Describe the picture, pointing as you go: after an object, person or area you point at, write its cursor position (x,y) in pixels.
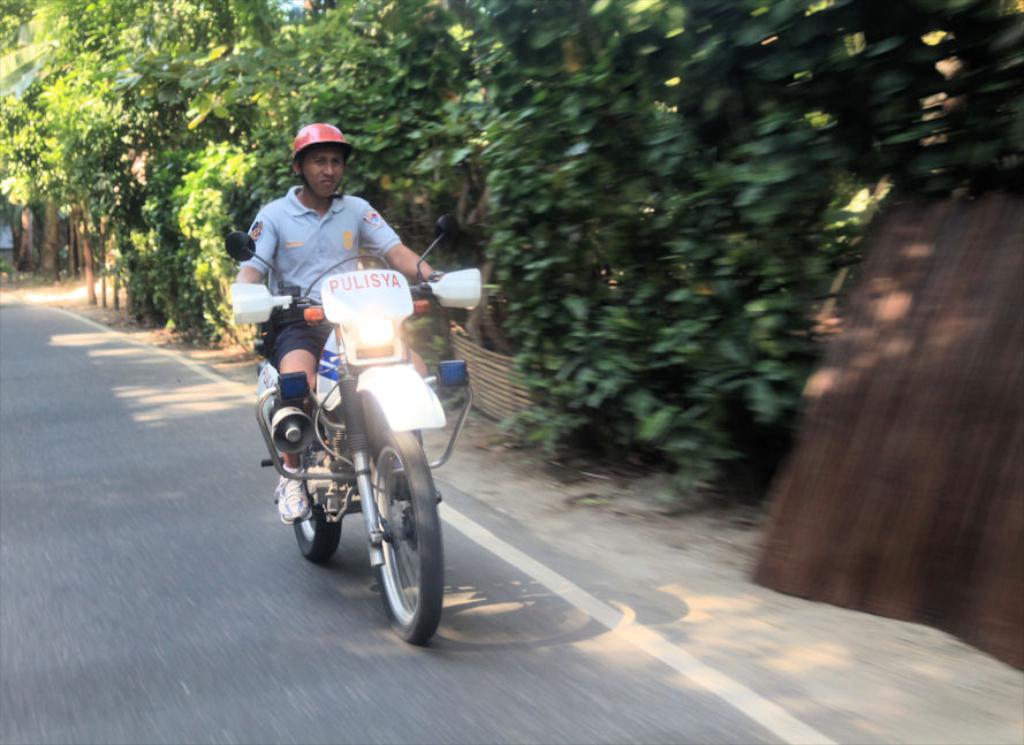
In this image a man (316,348) is riding a motorcycle (368,513). He is wearing a red helmet (322,128). In the background (336,88) there are trees (555,108).
